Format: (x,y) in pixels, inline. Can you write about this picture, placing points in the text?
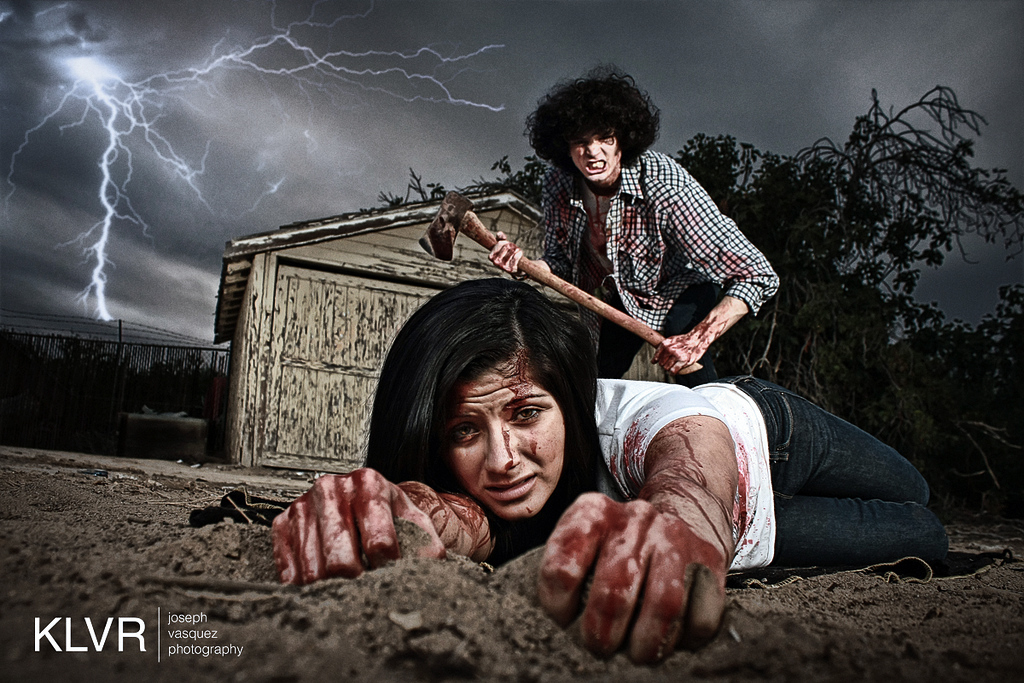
In the center of the image (470,445) a lady (635,490) is lying on a ground (486,574). In the middle of the image (626,268) a man (613,214) is standing and holding an axe (570,294) in his hand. In the background of the image (365,315) a house (399,299), trees (893,307), fencing (10,384) are there. At the top of the image (338,103) there is a thunder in the sky (272,149). At the bottom of the image (220,580) ground (202,559) is there.
